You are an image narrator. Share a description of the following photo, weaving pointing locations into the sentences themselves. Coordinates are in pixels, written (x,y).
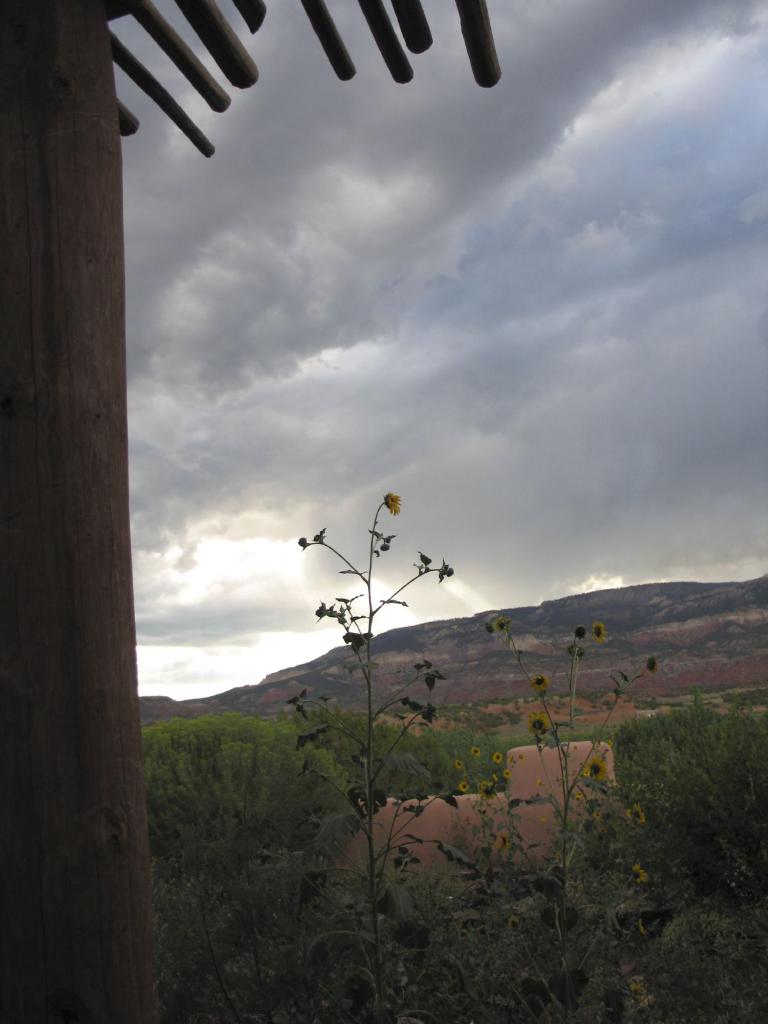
This is an outside view. At the bottom (406,985) there are few plants (403,864) along with the flowers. On the left side (53,699) there is a trunk (94,401), at the top of it there are few sticks (198,26). In the background (253,764) there are many trees (396,792) and a hill (651,613). At the top of the image (568,249) I can see the sky (494,364) and clouds (365,431).
